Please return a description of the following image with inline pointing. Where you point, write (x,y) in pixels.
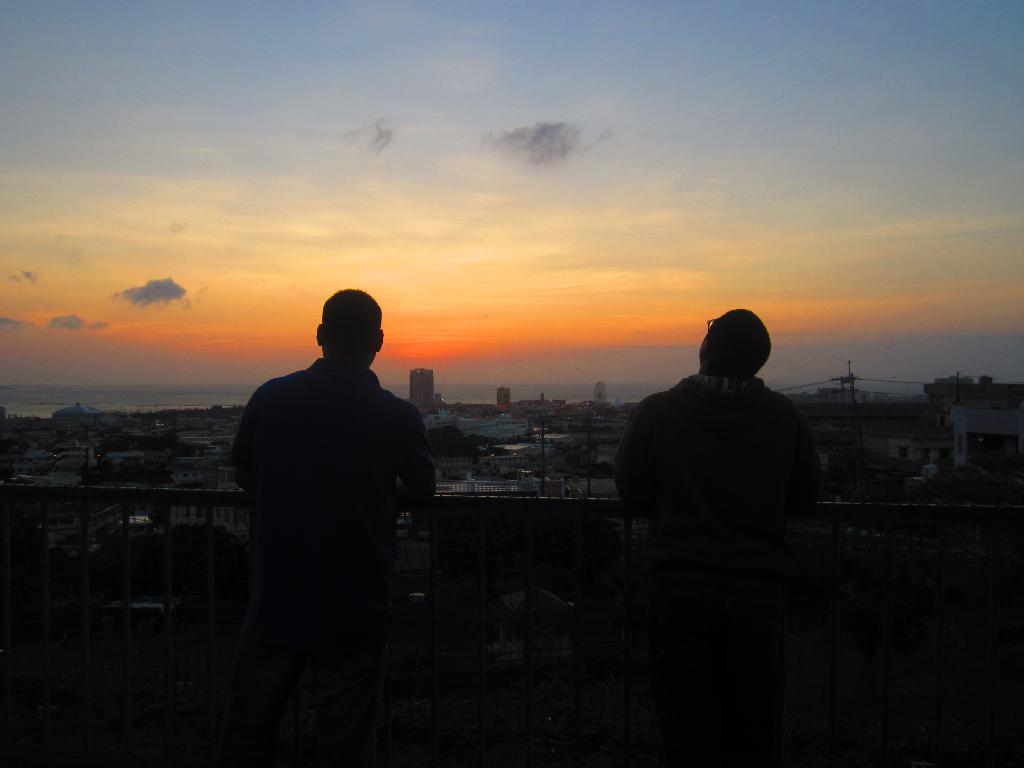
In this picture we can see few people (339,484), they are standing in front of metal rods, in the background (591,422) we can find few buildings (511,412), trees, poles (587,419) and clouds (571,299).
